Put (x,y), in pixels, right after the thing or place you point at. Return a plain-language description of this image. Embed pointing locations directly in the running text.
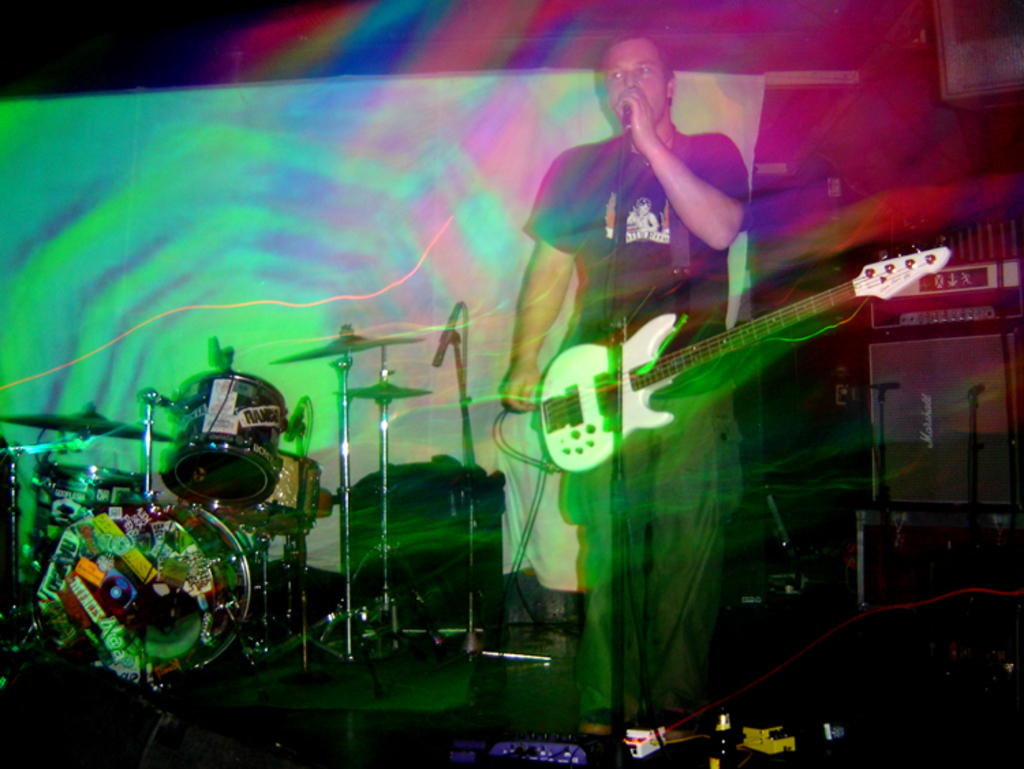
In the image there is a person (648,306) standing on the right side (698,652) with a guitar (577,437) singing on the mic (626,110) and behind there is a drum kit (242,472) on the stage (453,654), at the back (221,329) there is curtain (295,159).
